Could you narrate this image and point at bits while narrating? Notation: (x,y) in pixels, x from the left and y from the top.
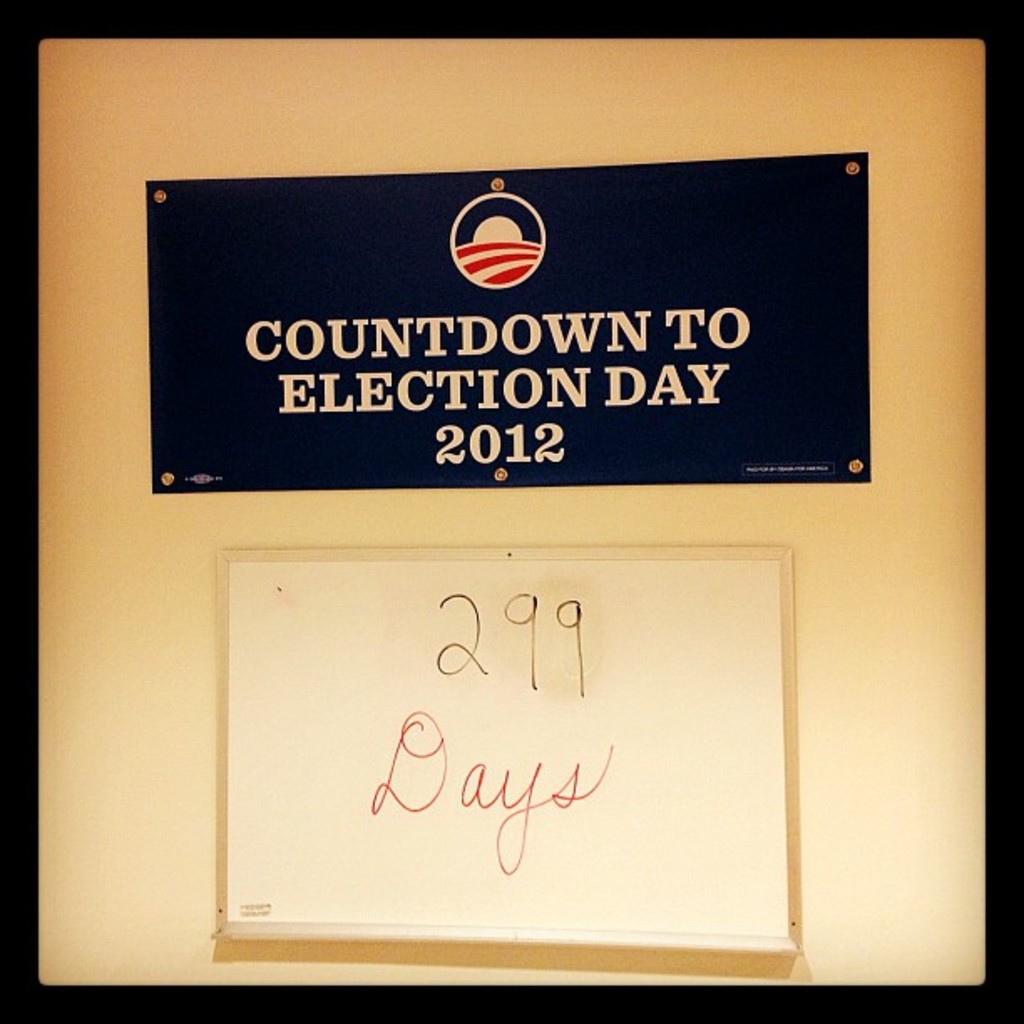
In the image in the center (375,424), we can see one banner (636,480). On the banner (691,412), it is written as "Countdown To Election Day 2012". And we can see the black color border (6,860) around the image.
